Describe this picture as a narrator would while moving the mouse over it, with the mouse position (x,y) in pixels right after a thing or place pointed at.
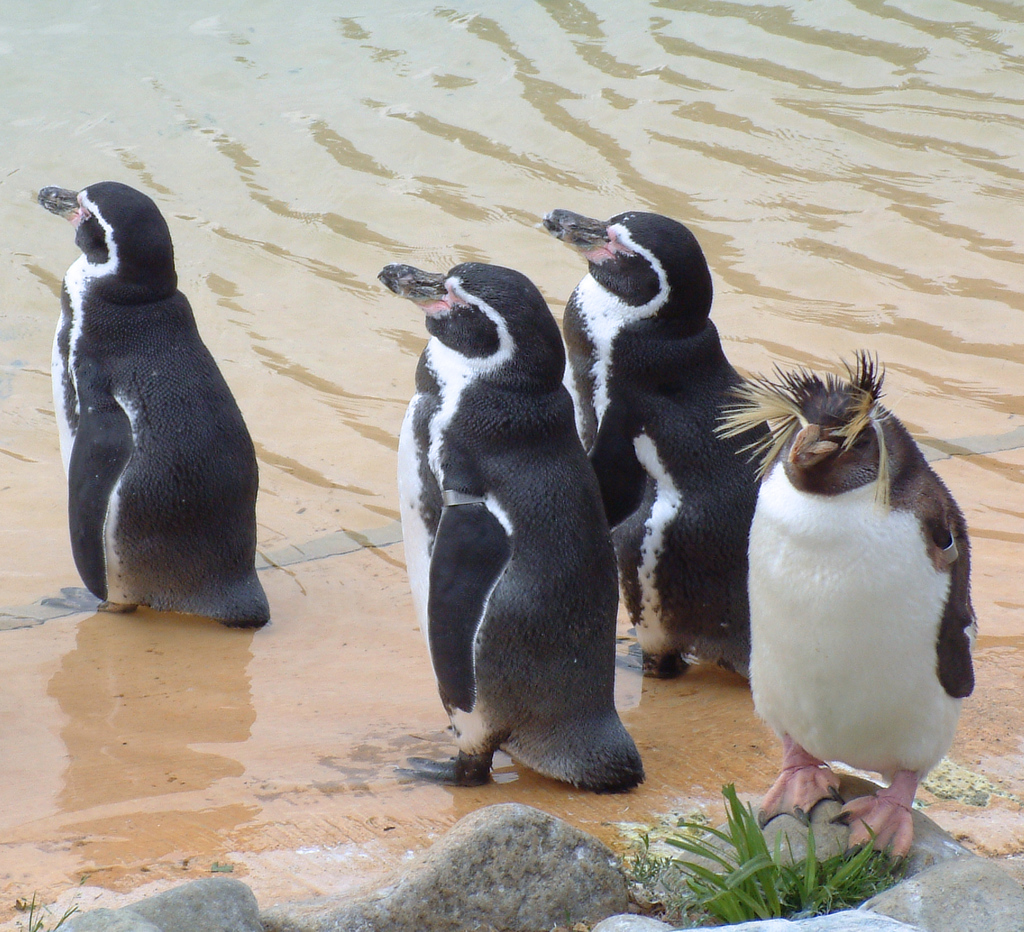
In this image in the foreground (509,580) there are four penguins (547,539), and in the background (405,207) there is a beach (871,287). At the bottom (438,899) there are some stones (966,879) and grass (765,891).
